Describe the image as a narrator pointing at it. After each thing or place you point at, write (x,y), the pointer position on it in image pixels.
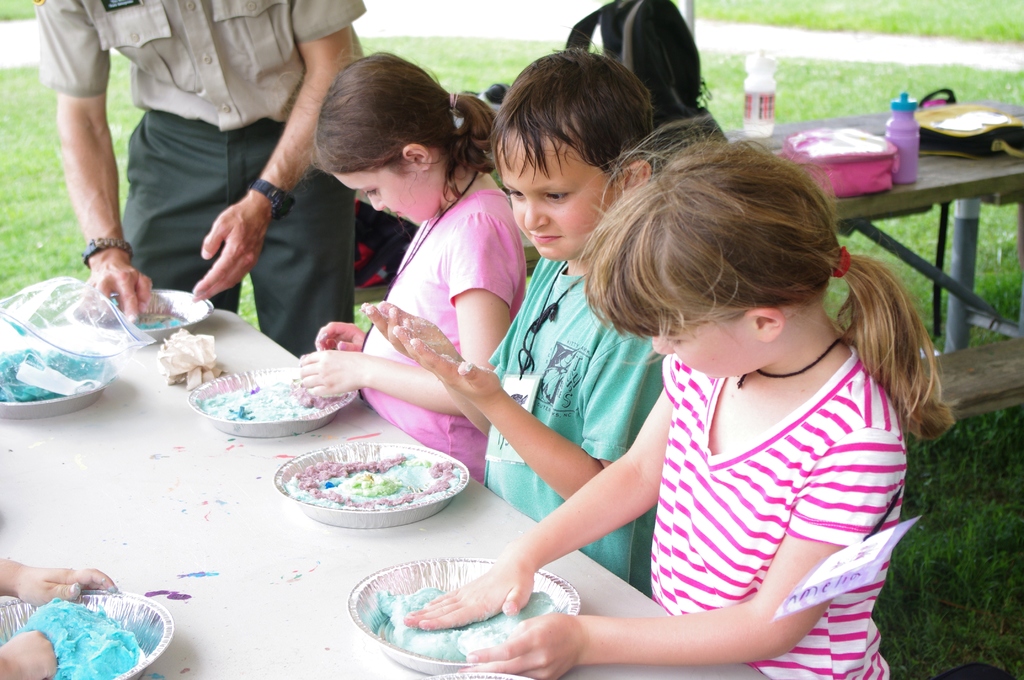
There are three kids (586,406) standing in front of the table (337,556). In front of them there are some plates (407,507) with some items (417,606). To the left side (268,93) there is a man (246,33) standing. Behind them there is a table (966,171). On the table (966,171) there is a bag (890,156), bottle (898,133). To the bottom (974,569) there is a grass (981,588).
